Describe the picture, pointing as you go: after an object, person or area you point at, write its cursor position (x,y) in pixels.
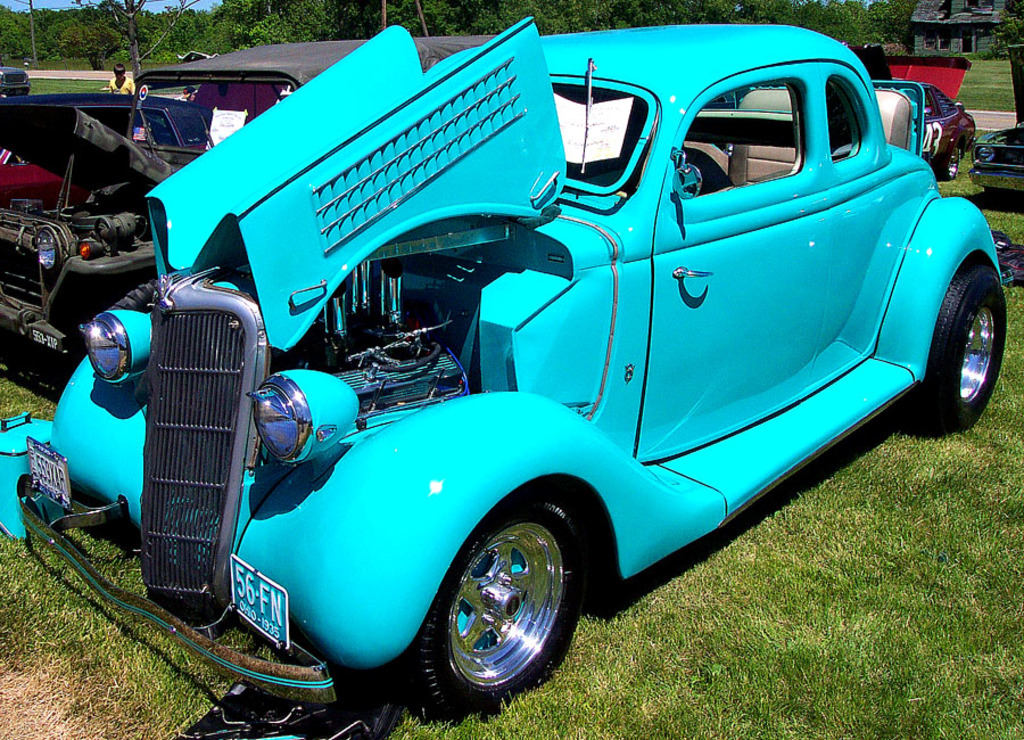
We can see vehicles (515,97) on the grass (841,555) and there is a person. In the background (426,33) we can see trees (890,31) and house (916,19).
